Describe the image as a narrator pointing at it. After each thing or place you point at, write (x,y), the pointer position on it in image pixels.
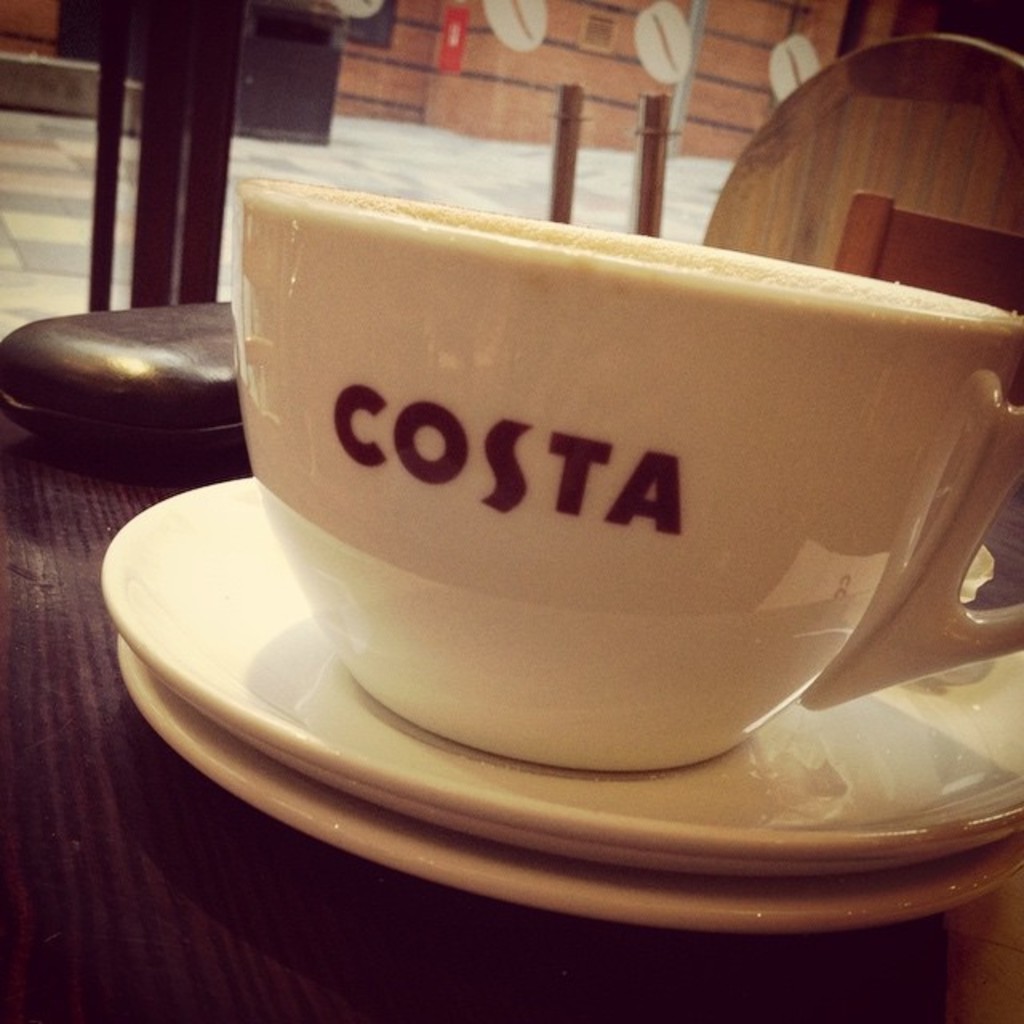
As we can see in the image there is a cup (450,483) and saucers (394,794) on table (114,898).
